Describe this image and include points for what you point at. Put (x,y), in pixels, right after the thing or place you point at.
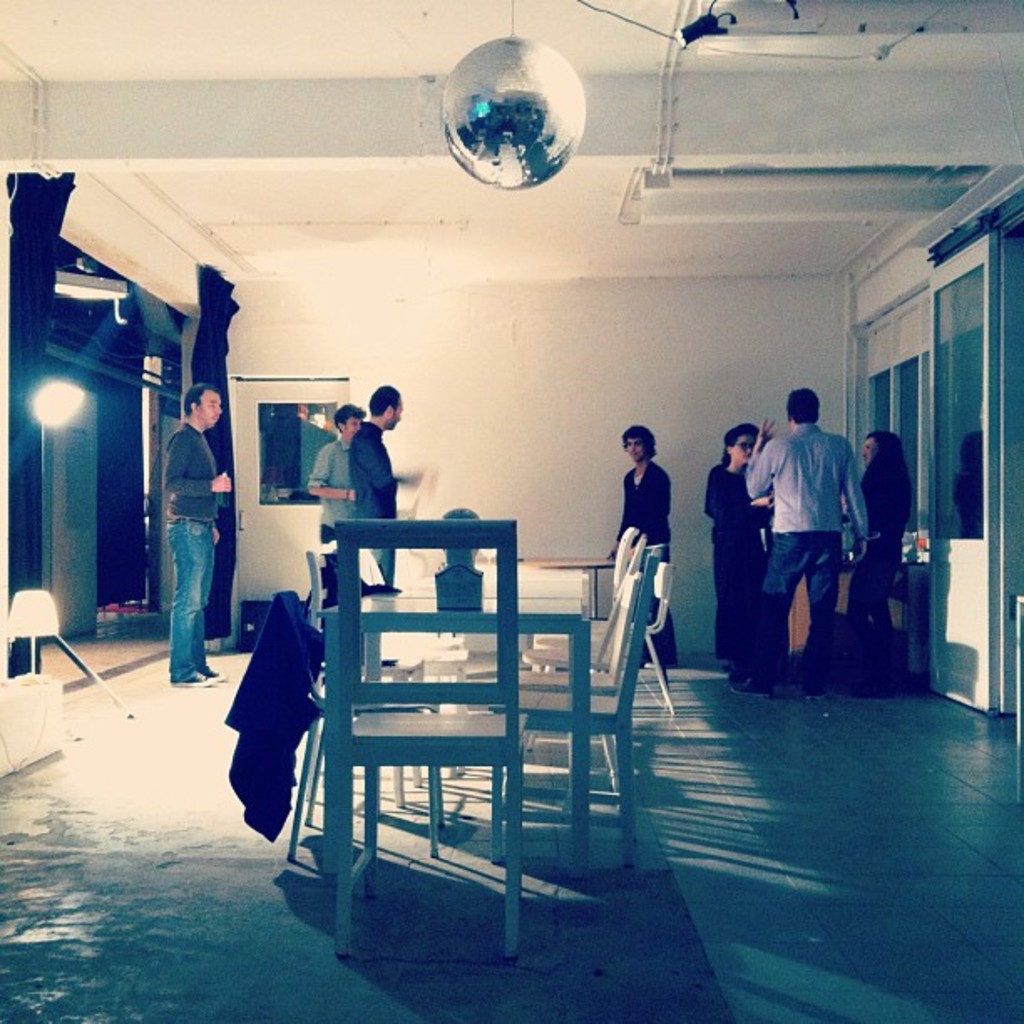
In this picture we can see a group of people (369,486) standing and some are talking and in front of them there is tables (535,624), chairs (421,735) and in background (603,331) we can see wall (383,343), curtains (218,340), light (76,400), doors (968,358).
